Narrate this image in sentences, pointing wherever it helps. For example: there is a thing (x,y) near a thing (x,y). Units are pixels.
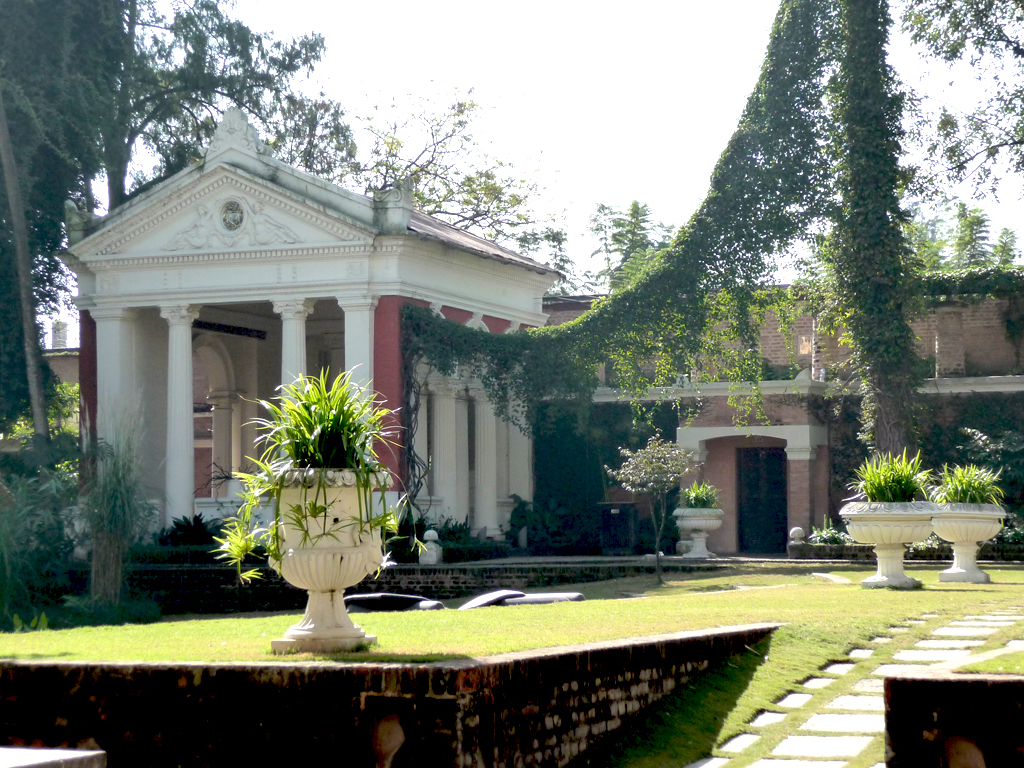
In this image I can see an open grass ground (404,641) and on it I can see number of plants (528,551) and few white colour things (315,493). In the background (759,379) I can see a building (358,197), number of trees (42,339) and the sky (520,93).
